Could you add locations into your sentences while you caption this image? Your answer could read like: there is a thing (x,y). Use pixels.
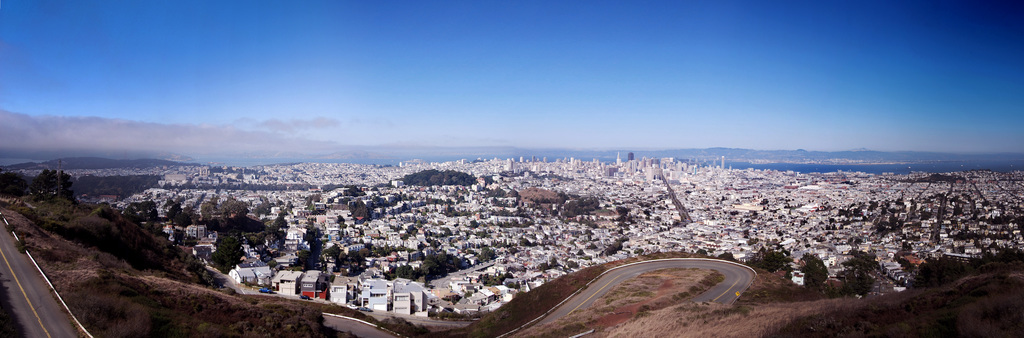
This is the top view of a city (413,222), in this image there are roads (665,267), buildings (619,229), trees (363,251), mountains (790,151) and a sea (909,165), at the top of the image (258,89) there are clouds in the sky (246,116).
